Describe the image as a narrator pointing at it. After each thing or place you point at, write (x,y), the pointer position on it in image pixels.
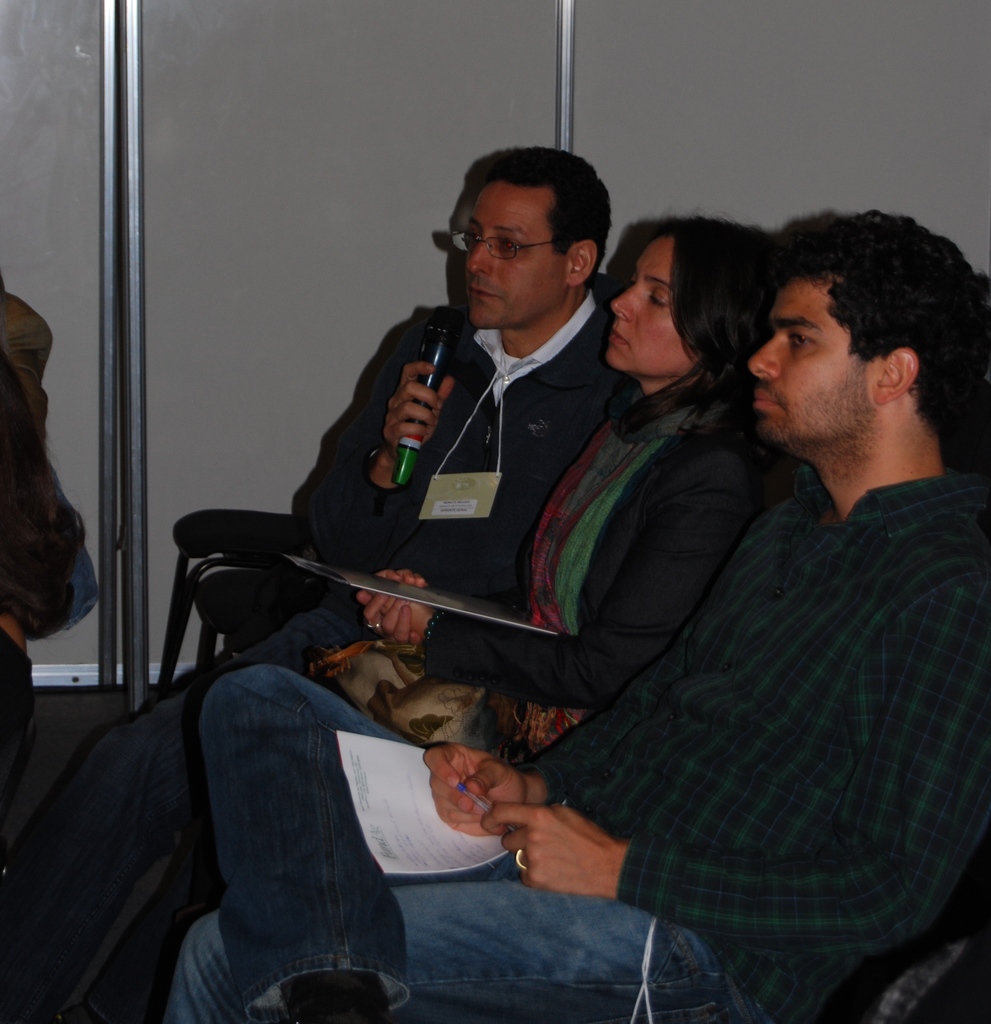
In this image there are a few people (87,575) sitting on the chairs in which one of them holds a microphone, some of them are holding papers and there is a wooden wall (462,180).
